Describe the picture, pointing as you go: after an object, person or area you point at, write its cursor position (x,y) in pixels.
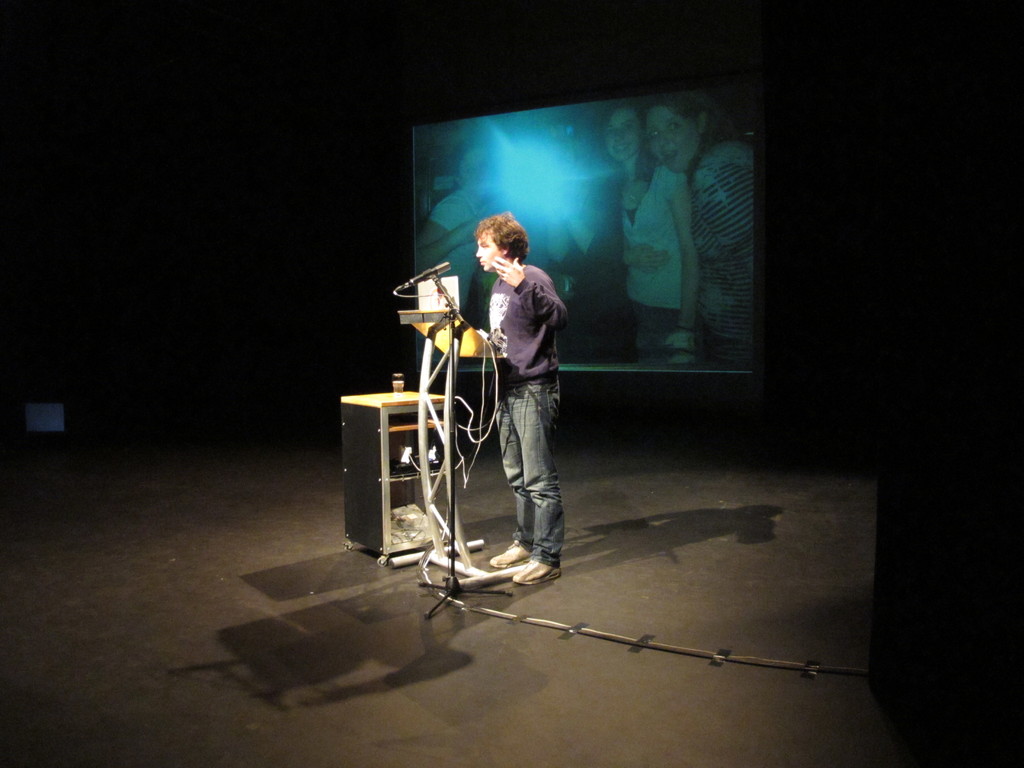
In this image there is a person (536,583) standing in front of the table (436,319) and mic (452,310), beside him there is another table (390,480) with some stuff (416,455) in it, behind the person (532,539) there is a screen (713,195). On the screen (643,195) there are a few people (626,213) standing with a smile on their face (659,156). The background (495,90) is dark.
